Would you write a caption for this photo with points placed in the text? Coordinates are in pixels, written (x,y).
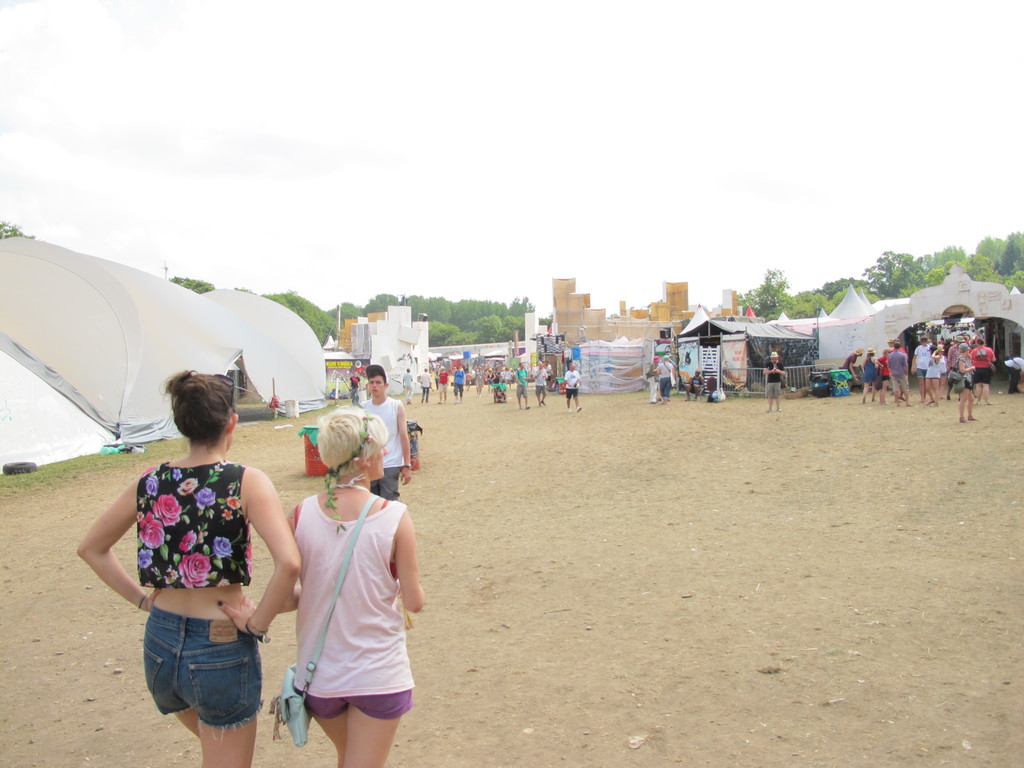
At the bottom left corner (191,556) two ladies (308,618) are walking. In the center of the image (544,386) we can see some persons (866,357), tent (298,397), garbage bins (412,438), lights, trees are there. At the top of the image (639,127) sky (672,131) is there. At the bottom of the image (710,608) ground (682,595) is there.
